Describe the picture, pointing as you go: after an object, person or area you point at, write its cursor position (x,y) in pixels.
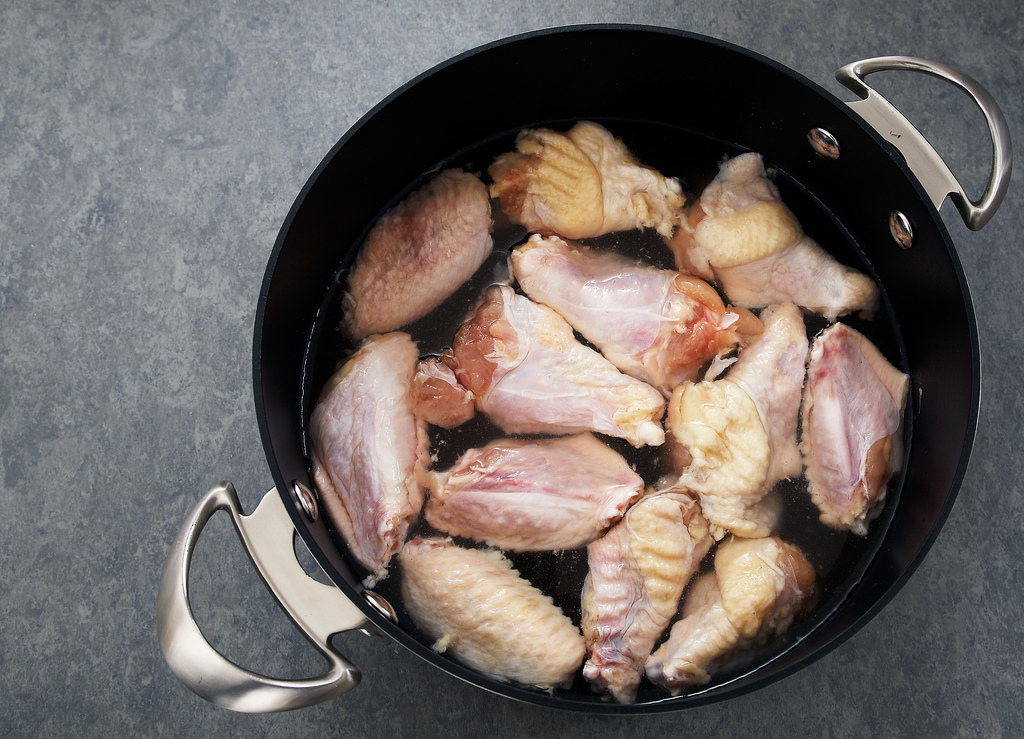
In this image, we can see a cooking pot (713,137) with handles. In this cooking pot (789,654), we can see food (829,521) and water (526,576). This cooking pot (845,616) is placed on the surface (207,377).
